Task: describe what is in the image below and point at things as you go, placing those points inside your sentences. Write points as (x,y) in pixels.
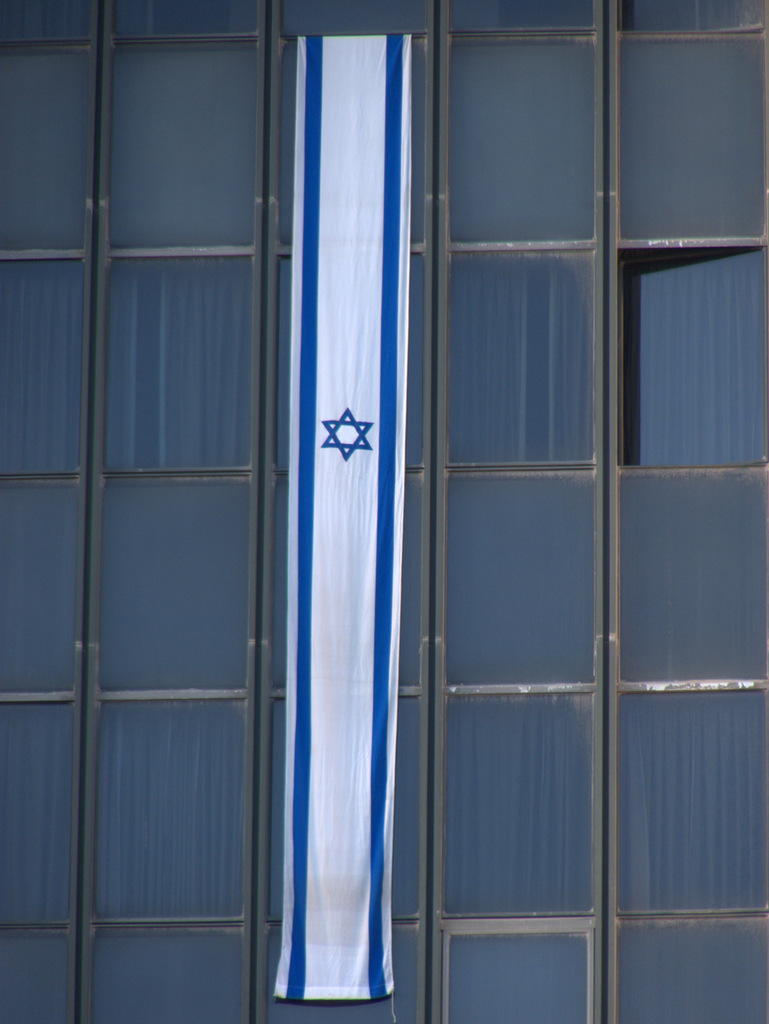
In this picture, we can see a glass wall (466,468) with some objects (350,267) attached to it.
